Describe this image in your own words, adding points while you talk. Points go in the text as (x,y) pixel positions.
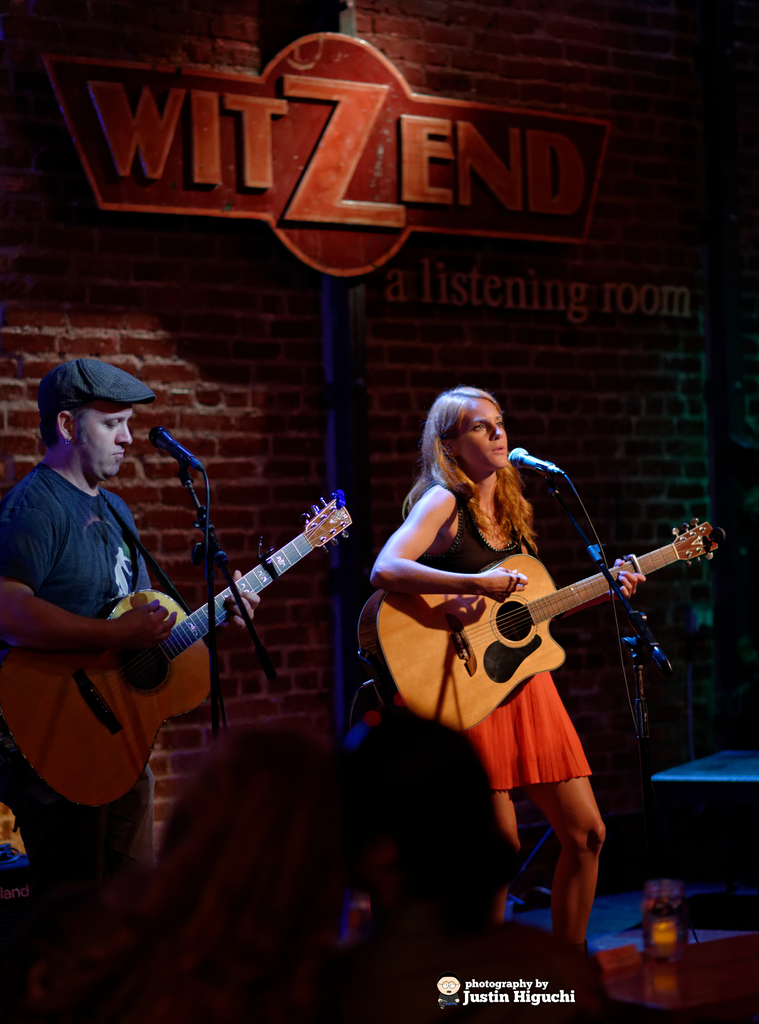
In this image, there are two persons (388,573) standing and holding a music instrument (409,627) and they are singing a song in microphone (529,469), In the background (594,458) there is a brown color brick wall (266,370) on that WitZEnd (321,209) is written.
